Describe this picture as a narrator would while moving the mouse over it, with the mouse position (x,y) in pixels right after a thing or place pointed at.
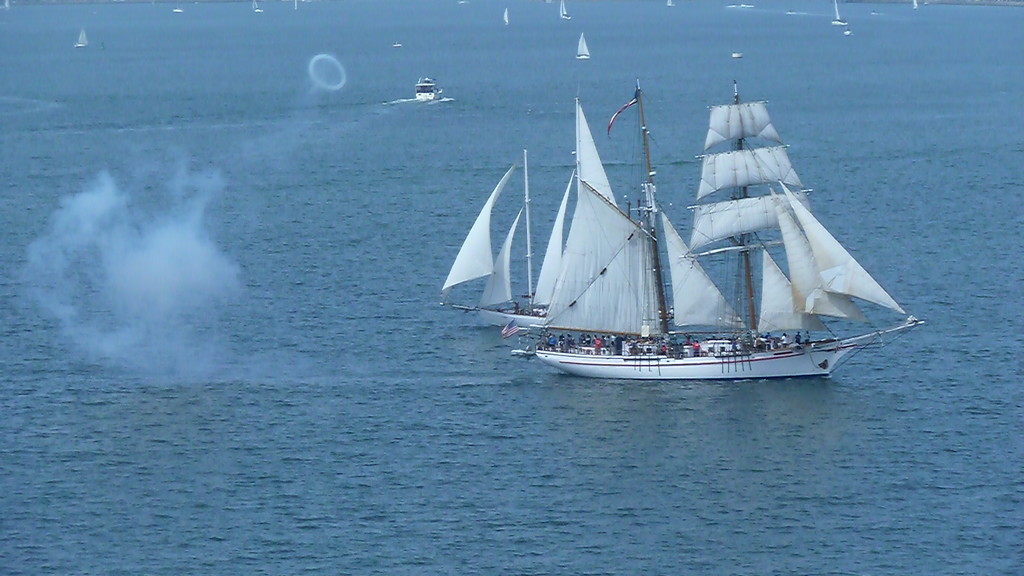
This image is taken outdoors. At the bottom of the image (460,451) there is a sea (576,432) with water (926,337). In the middle of the image (582,297) the two barquentine's (531,316) on the sea (854,404). There are few poles (652,193). Many people (618,349) are sitting in the barquentine (613,332) and a few (671,349) are standing. In the background (440,90) there are a few boats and there is steamer boat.
